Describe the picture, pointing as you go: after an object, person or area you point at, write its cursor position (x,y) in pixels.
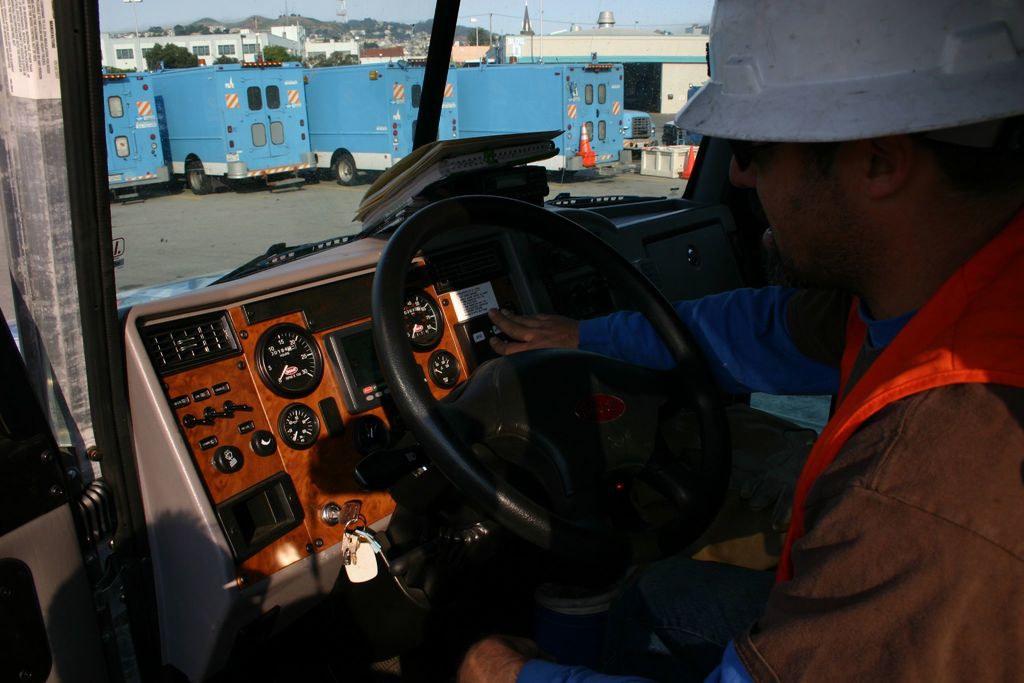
In the foreground of this image (696,533), there is a man (902,416) sitting inside of a vehicle (104,202) and there is a steering (600,446) and few meters (308,386) in front of him. On the dashboard (464,334) there are books (411,186). In the background (342,50), through the glass (341,45) there are vehicles (346,105), trees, poles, buildings (255,51) and the sky (306,14).
